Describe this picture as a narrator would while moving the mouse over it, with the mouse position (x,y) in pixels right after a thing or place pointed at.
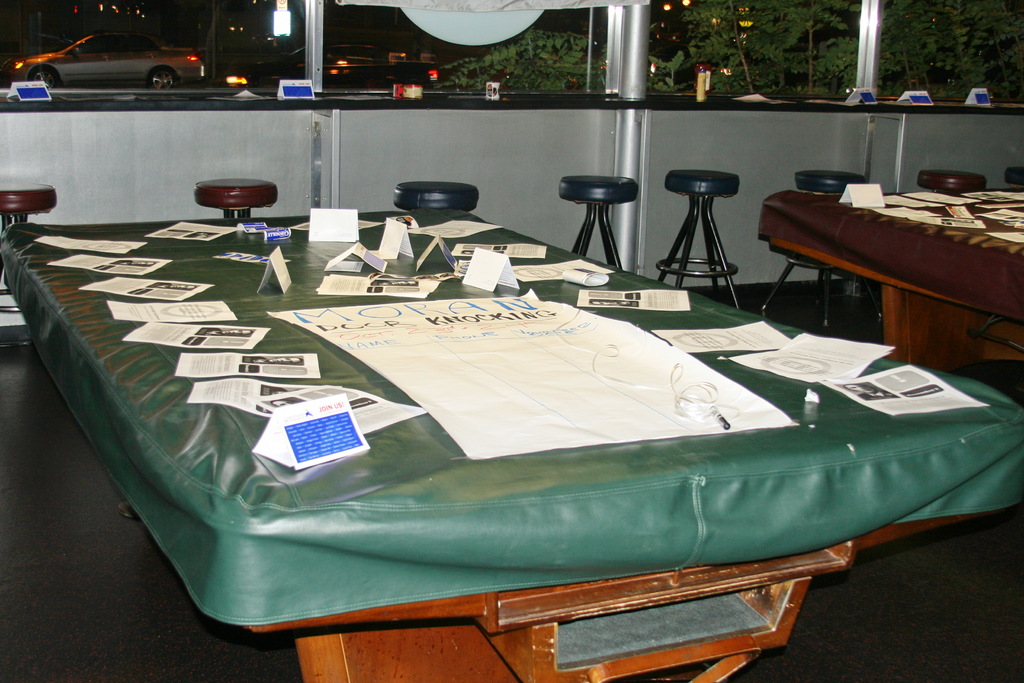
In this image, we can see some tables (314,642) covered with a cloth (229,439) and some posters (297,453) are placed on it. We can see the ground (863,580) and some stools (21,209). We can also see the wall (424,139) with a shelf (65,95) and some objects (919,99) are placed on it. We can also see some glass (673,57). There are a few trees (557,84) and vehicles (105,68).
